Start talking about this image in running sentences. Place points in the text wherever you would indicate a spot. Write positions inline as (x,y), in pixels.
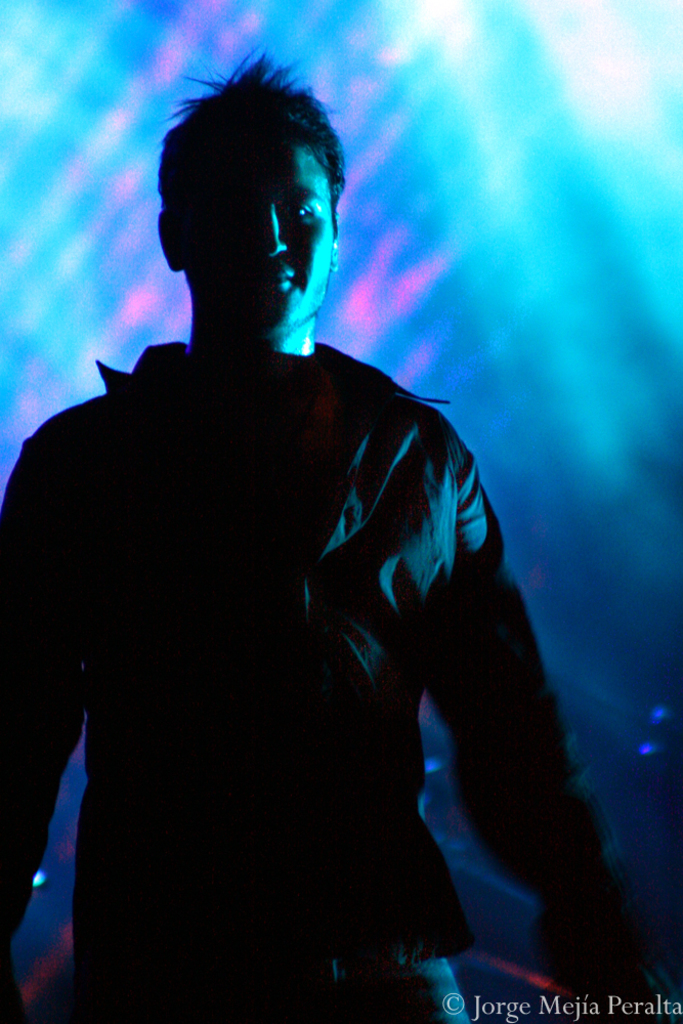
In the center of the image (247,440) there is a person (306,424) standing wearing a jacket (440,663). At the bottom of the image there is some text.
